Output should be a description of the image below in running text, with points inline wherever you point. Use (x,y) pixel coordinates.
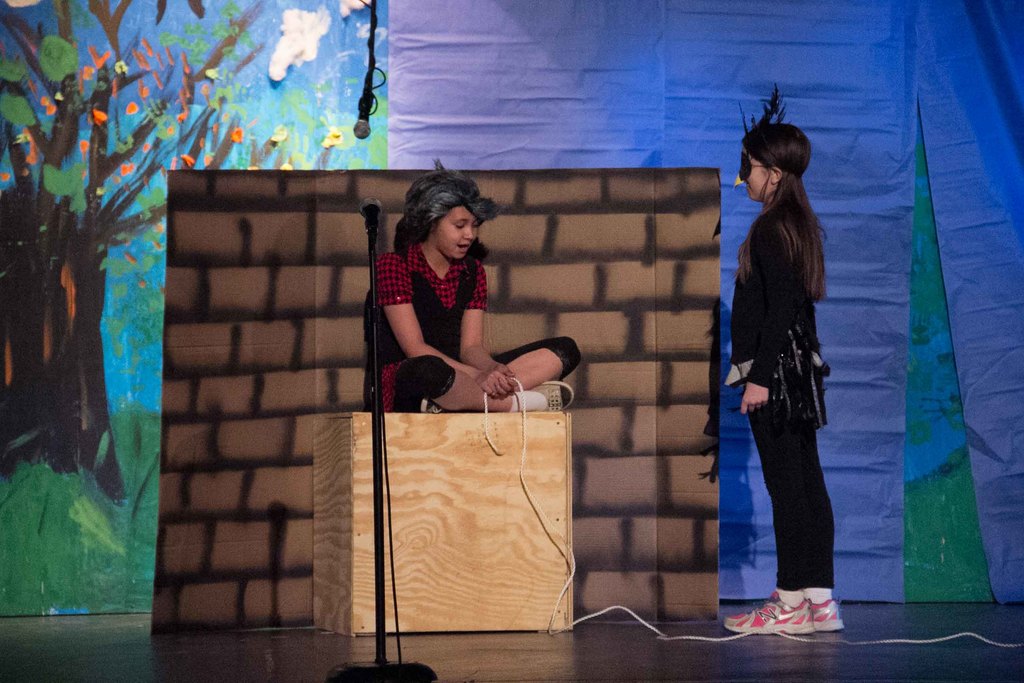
At the bottom of the image (314,672) there is a dais (645,645). In the background (439,131) there are a few curtains (977,348). There is a board (130,83) with a painting (137,101) on it. There is a mic (375,87). There is an artificial brick wall (328,384). A kid (402,382) is sitting on the table (431,565) and holding a wire (485,399) in the hands (511,383). On the right side of the image (779,316) a girl (811,375) is standing on the dais (798,657) and she is with a face mask (738,171).
